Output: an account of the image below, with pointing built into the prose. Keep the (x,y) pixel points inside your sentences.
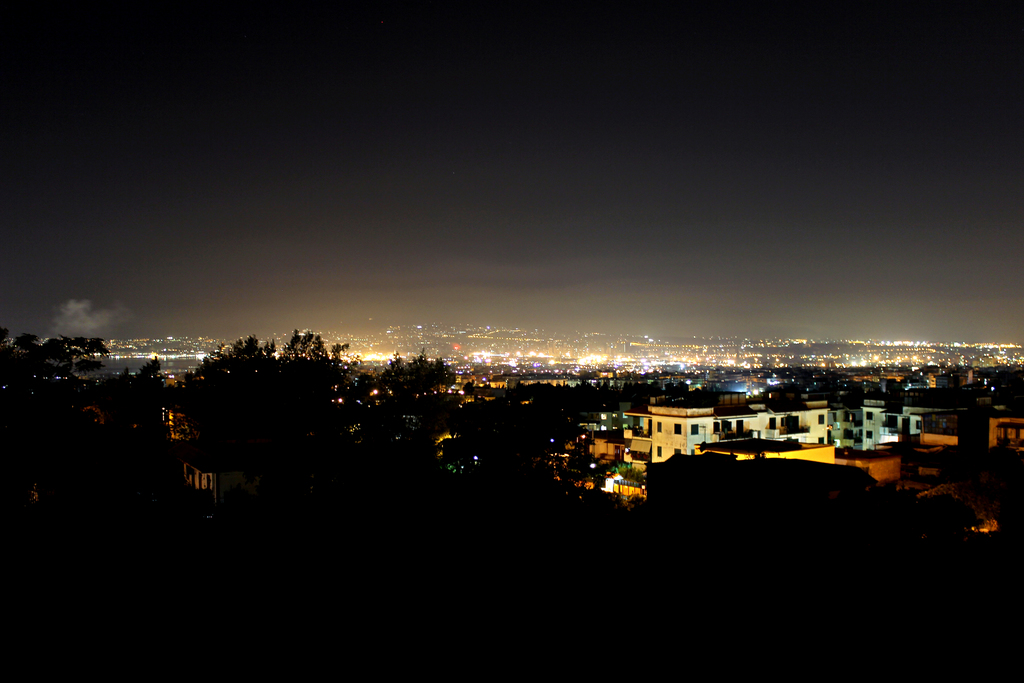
In this image in the background (521,386) there are trees (391,423), buildings (763,400), lights (363,360). The sky (173,179) is clear. The foreground (8,513) is dark.
